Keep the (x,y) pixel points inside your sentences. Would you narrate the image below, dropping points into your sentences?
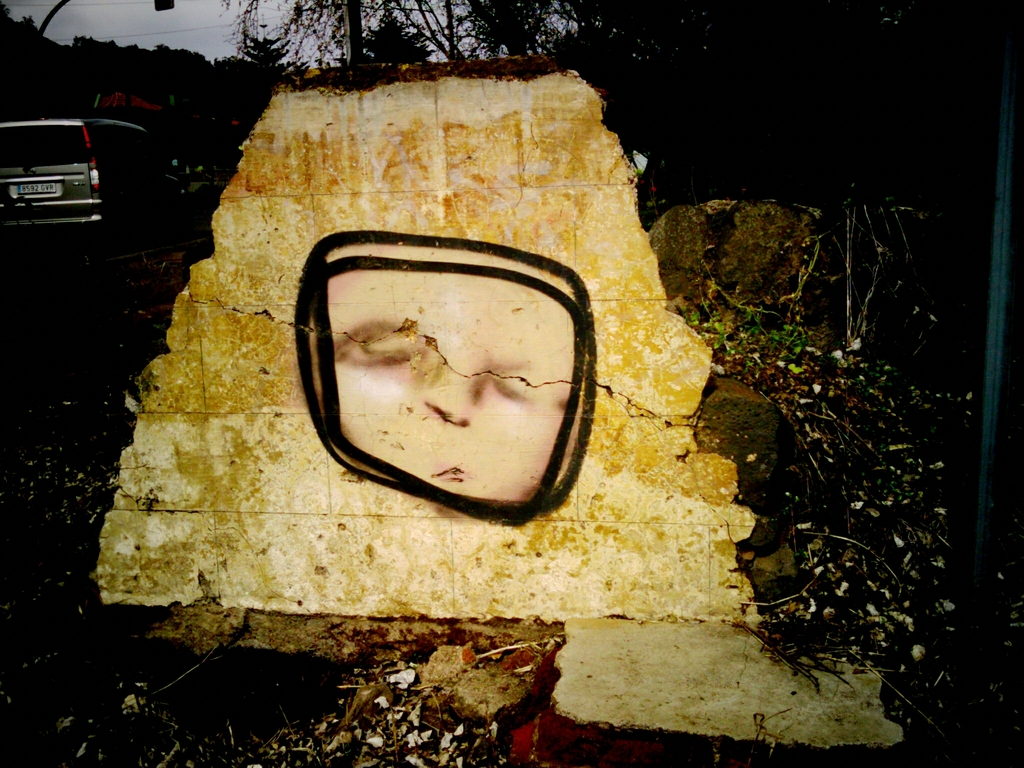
In the center of the image (473,429) there is a wall (386,422). On the wall (380,390), we can see some painting (491,434), in which we can see a human face (452,389) in the black border (311,280). In the background (370,2), we can see the sky (196,27), clouds (185,33), trees (382,39), one car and a few other objects (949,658).
